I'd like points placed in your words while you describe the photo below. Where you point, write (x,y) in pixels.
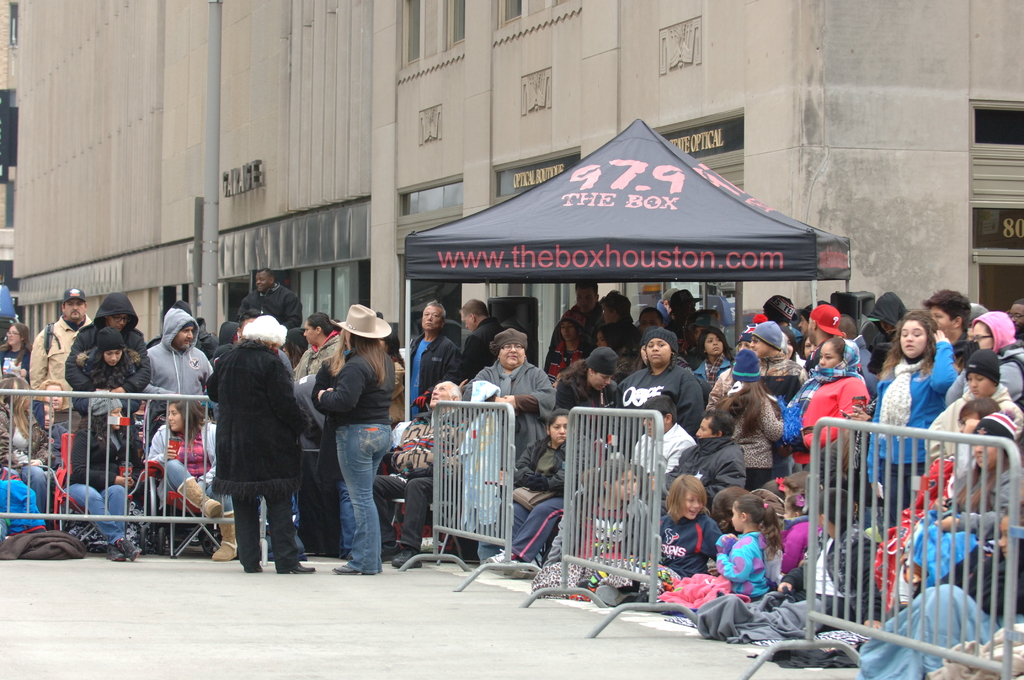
In the center of the image (471,327) we can see a group of people (615,321), barricades (488,424), tent (782,269), clothes (664,333) are there. At the bottom of the image (422,636) road (428,641) is there. At the top of the image (338,125) we can see building (436,36), windows (438,199), pole (218,26), wall (776,154) are there.
